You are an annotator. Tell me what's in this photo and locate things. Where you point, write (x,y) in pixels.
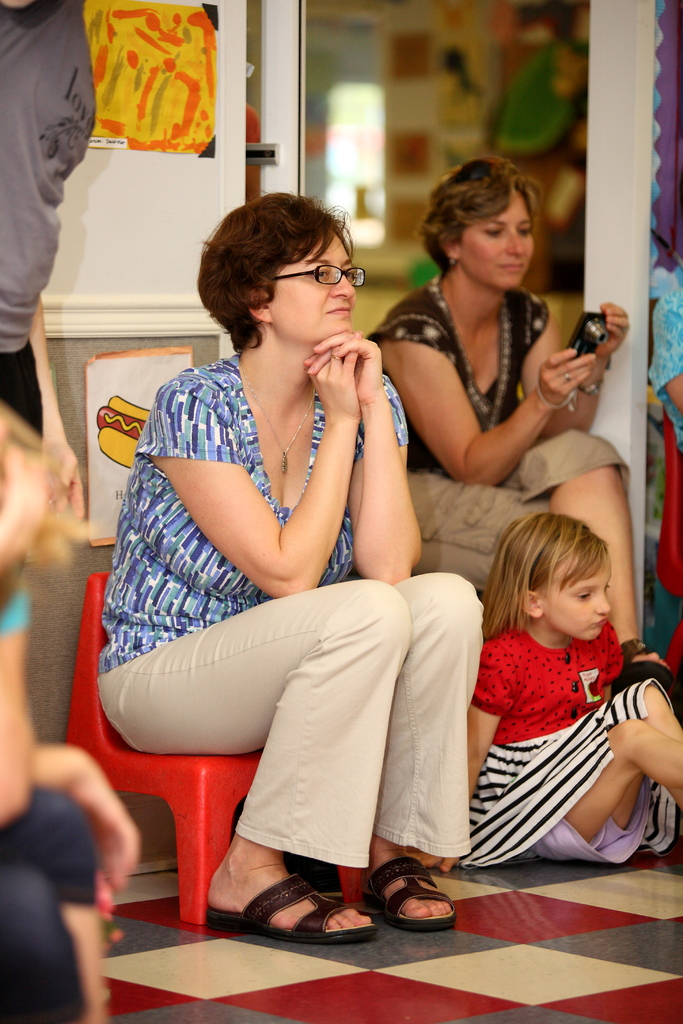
The picture is taken in a room (634,996). In the center of the picture (394,484) there are two women (387,504) and a girl (499,725) sitting. On the left (22,352) there are people (19,432). In the background (139,385) there is a poster (129,363) to the wall (178,195). The background (509,99) is blurred. On the right (661,348) there is a person (665,389) sitting in chair (667,556).
